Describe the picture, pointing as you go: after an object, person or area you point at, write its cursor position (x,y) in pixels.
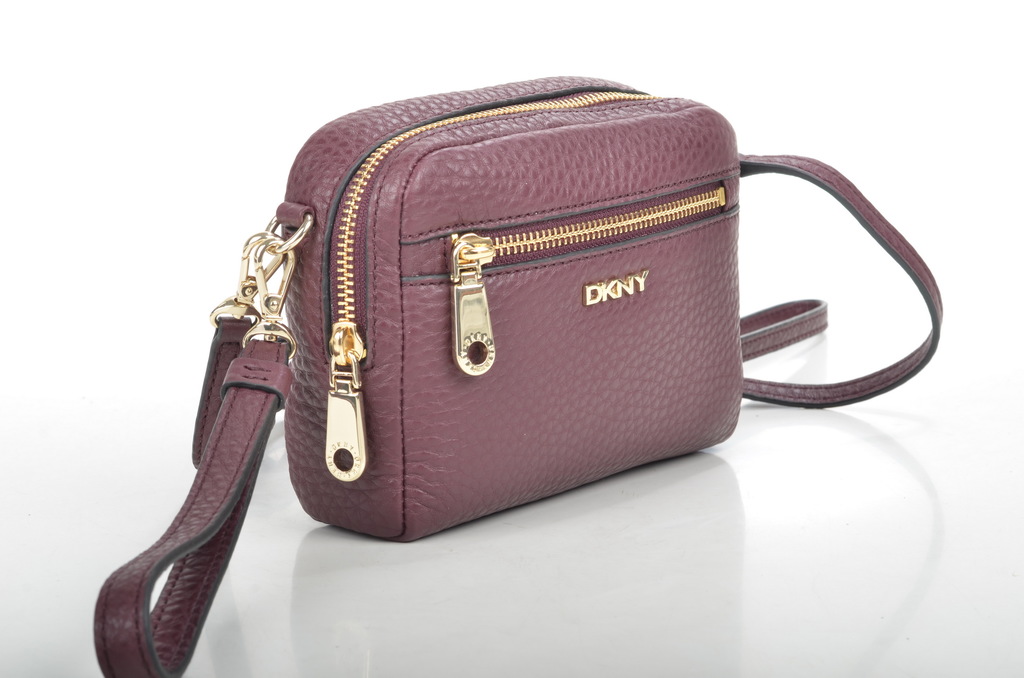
there is a bag (462,347) which has 2 zips (358,244). on the bag (595,309) dkny is written. it is a small bag (520,315) placed on a white surface (577,578).
